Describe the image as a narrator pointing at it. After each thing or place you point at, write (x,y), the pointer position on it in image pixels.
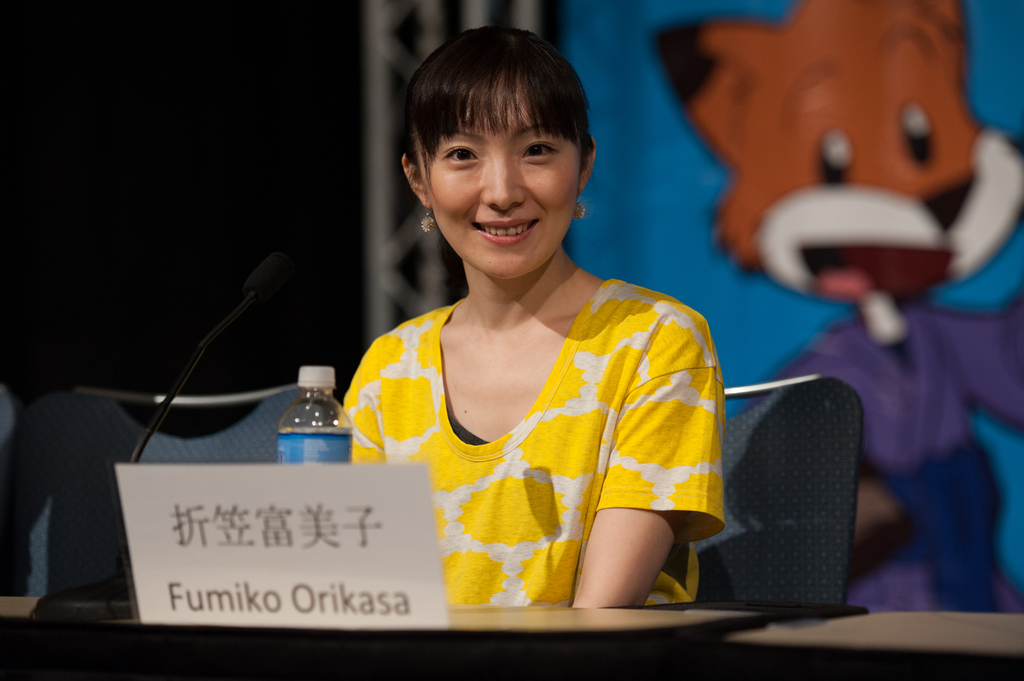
There is a woman (413,89) who is sitting on the chair (792,476). She is smiling. This is table (611,630). On the table (518,623) there is a bottle (330,414) and mike (257,272). On the background (692,221) there is a cartoon (963,225).
